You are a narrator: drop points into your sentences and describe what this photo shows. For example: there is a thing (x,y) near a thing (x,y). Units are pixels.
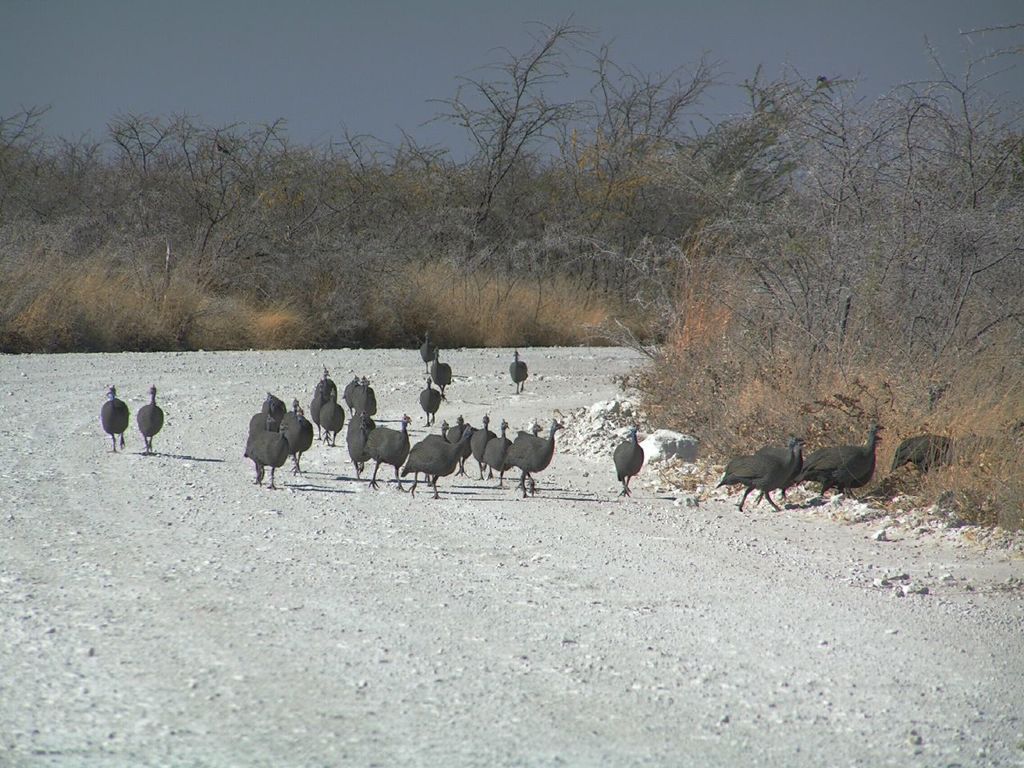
This picture is clicked outside. In the center (404,470) we can see the group of birds (426,455) seems to be running on the ground (591,482). In the background (634,274) we can see the dry stems (559,293) and the sky (917,58).
